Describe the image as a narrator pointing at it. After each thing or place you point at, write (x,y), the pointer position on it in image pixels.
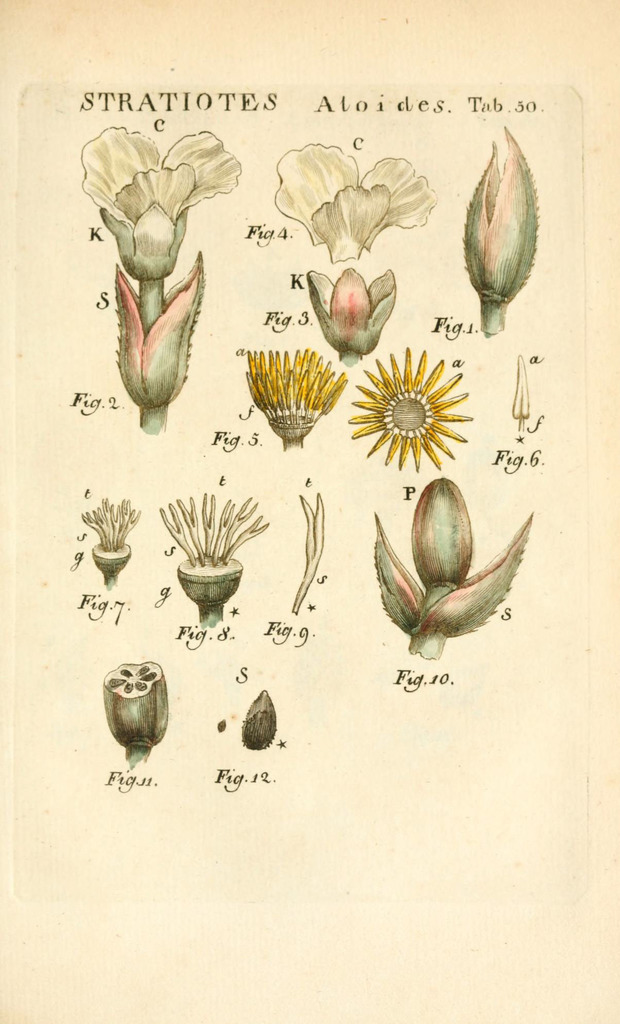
In this image I can see a paper (265,142) which consists of diagrams (154,351) of flowers (165,385) and I can see some text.
